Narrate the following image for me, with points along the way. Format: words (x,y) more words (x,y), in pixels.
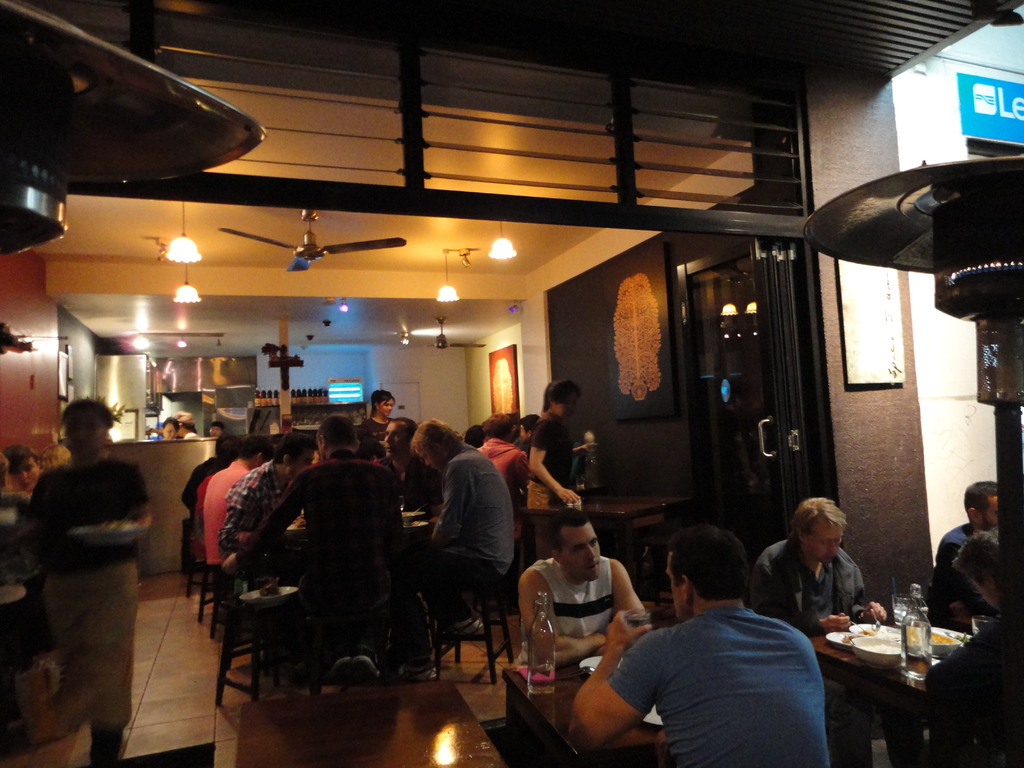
In this image I can see the group of people (389,618) sitting on the chairs (235,607). And I can see few people (100,745) are standing. There is a table (830,645) in-front of these people (602,609). On the table (883,678) I can see the plates (881,632) with food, bowl (898,654), bottle (902,636) and glass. In the back (240,437) I can see few more people (287,447). These people (73,471) are wearing the different color dresses (95,466). In the back (344,246) I can see the fan (309,266) and the lights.
